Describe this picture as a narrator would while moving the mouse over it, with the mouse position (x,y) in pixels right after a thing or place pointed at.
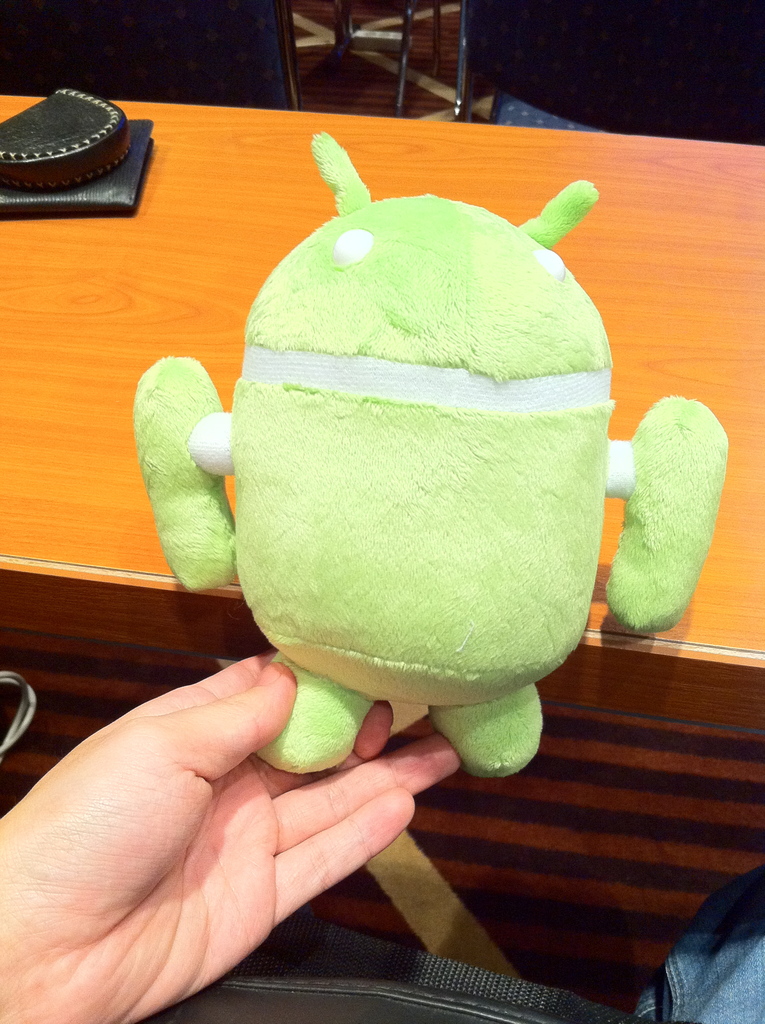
At the bottom of this image (98,893) I can see a person (202,872) holding a toy (366,565) in the hand (185,793). In front of these persons (684,960) there is a table (177,272) on which a black color object (88,150) is placed. At the top (547,53) I can see two chairs (516,73).
